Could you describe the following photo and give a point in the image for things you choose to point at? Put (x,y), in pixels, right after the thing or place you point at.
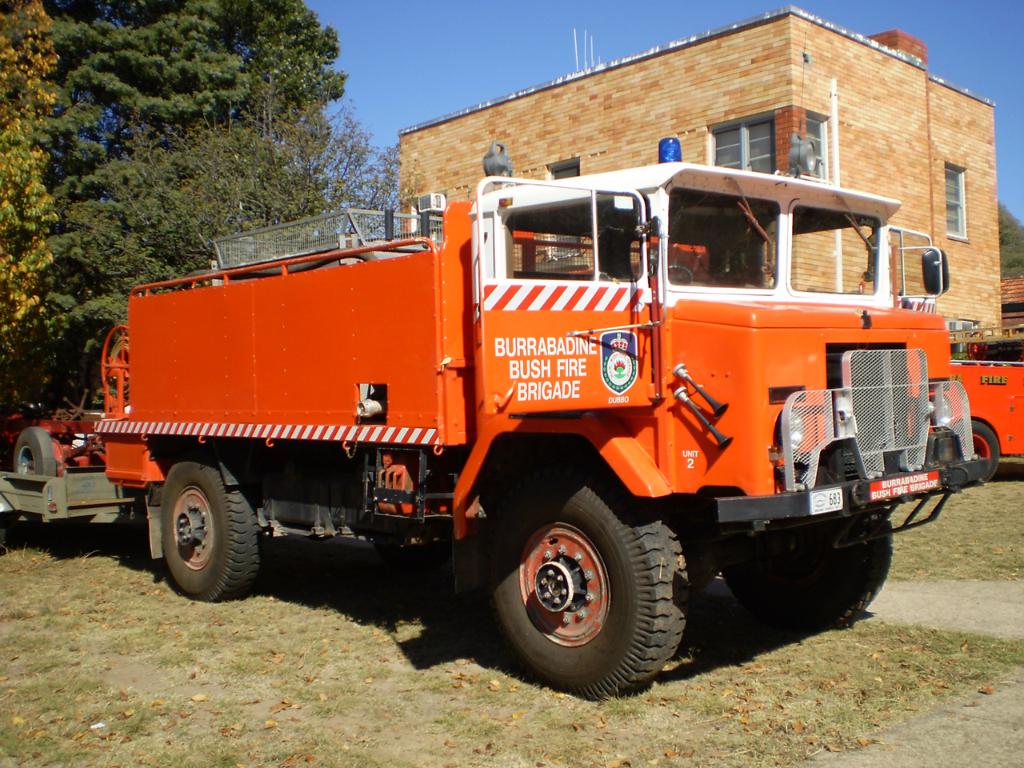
In this image we can see a truck (340,517) on the land (388,581). On the backside (218,224) we can see some trees (230,228), a building (618,143) with windows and the sky (427,44).
